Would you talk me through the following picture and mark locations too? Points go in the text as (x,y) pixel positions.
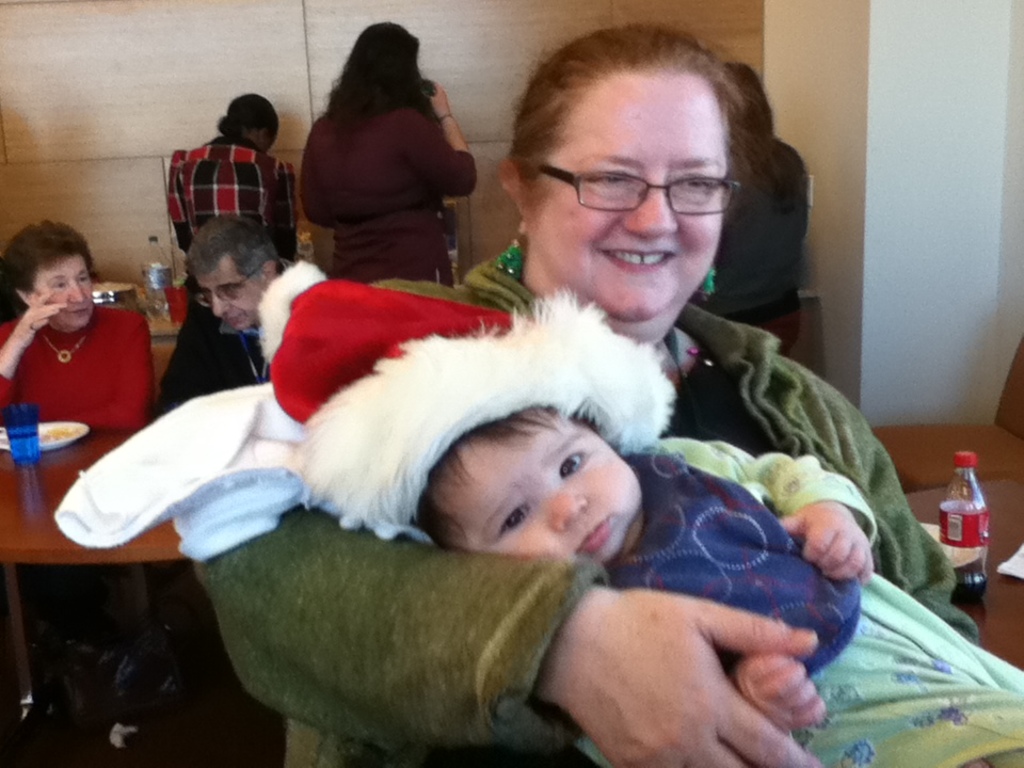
There is a woman (644,41) in green color coat (521,596), holding a baby (570,344) who is in light green color dress (982,688), smiling and sitting near a bottle (952,545) and other objects (1022,553) on the table (1001,631). In the background (261,266), there are two persons (248,314) sitting on the chairs (167,372), near a table (72,473). Behind them, there are persons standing near wall (74,39) and pillar (881,168), there is a bottle (157,289) and other object (123,288).
